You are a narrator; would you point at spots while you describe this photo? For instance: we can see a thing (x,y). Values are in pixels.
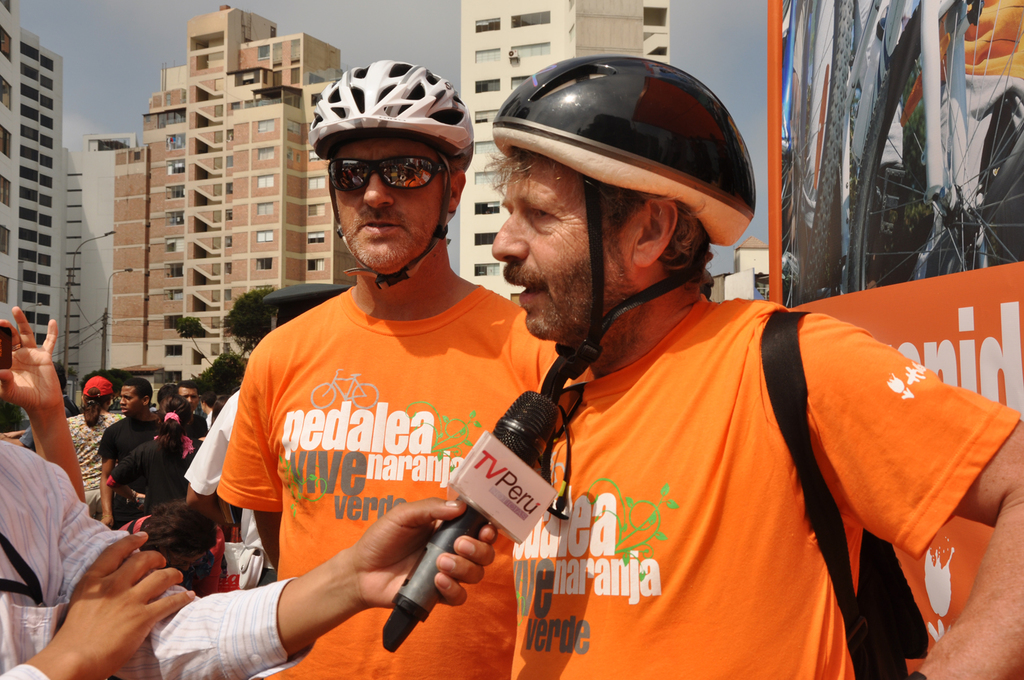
As we can see in the image there are few people (550,364) here and there, banners (925,108), mic (422,582), helmets (399,93) and buildings (279,178). On the top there is a sky (172,3).
